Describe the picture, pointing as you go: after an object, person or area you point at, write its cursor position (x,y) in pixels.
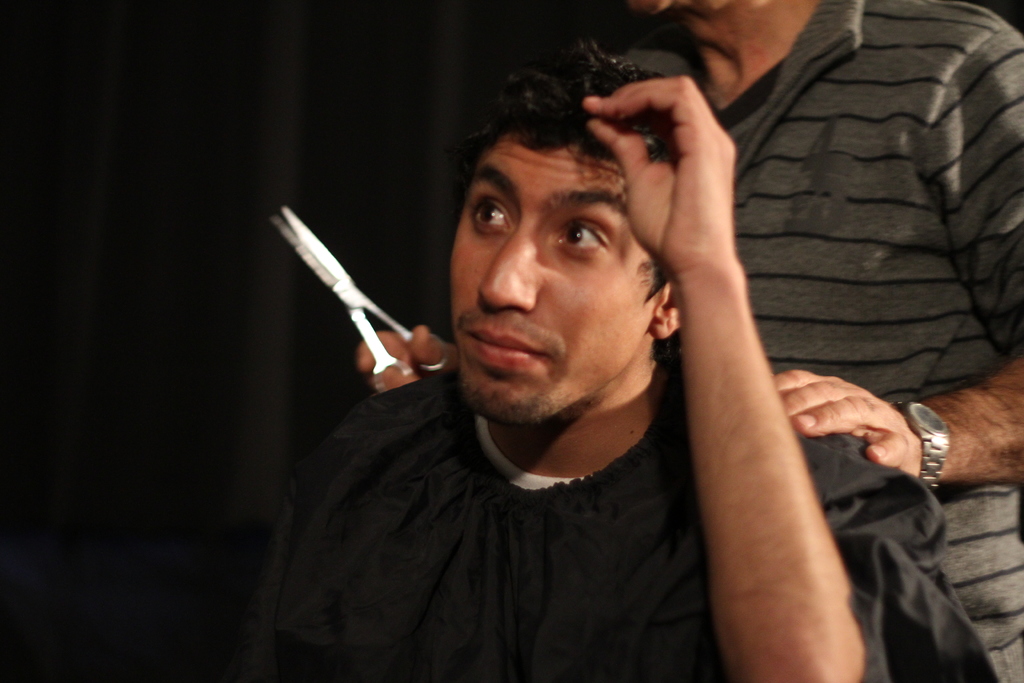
In this picture we can see there are two persons (629,415). A person (832,117) is holding scissors (345,286). Behind the two persons (421,406), there is the dark background (101,472).
